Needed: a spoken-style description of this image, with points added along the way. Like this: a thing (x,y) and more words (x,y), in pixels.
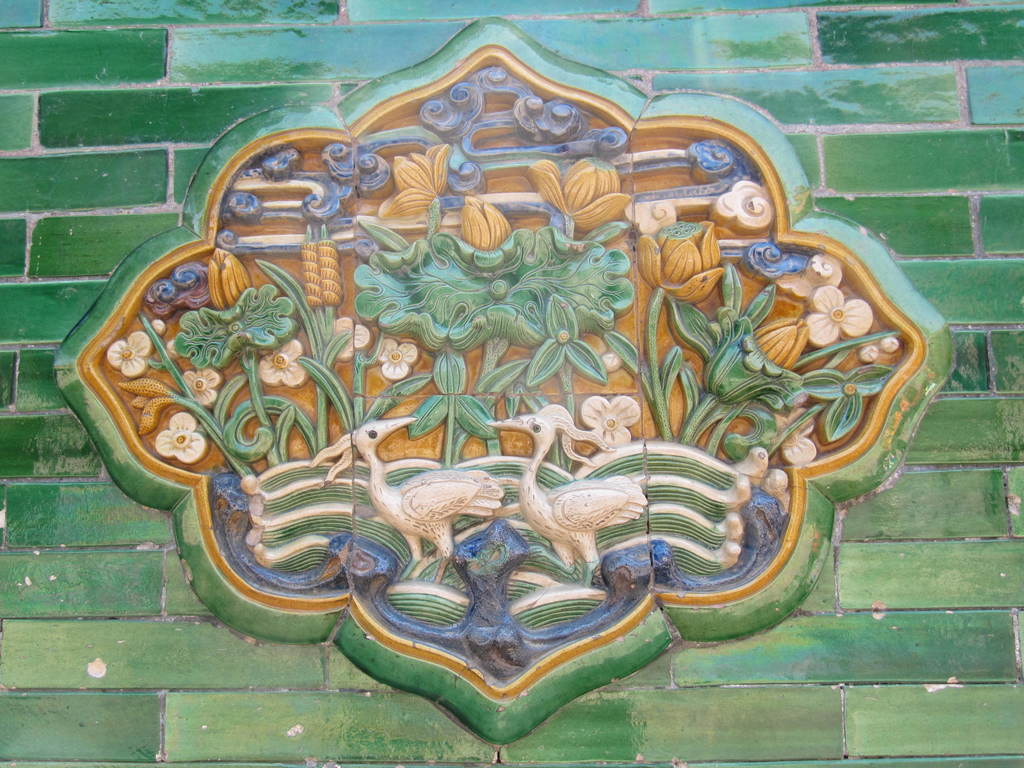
In this image, we can see carvings (546,404) on the wall (367,22).
